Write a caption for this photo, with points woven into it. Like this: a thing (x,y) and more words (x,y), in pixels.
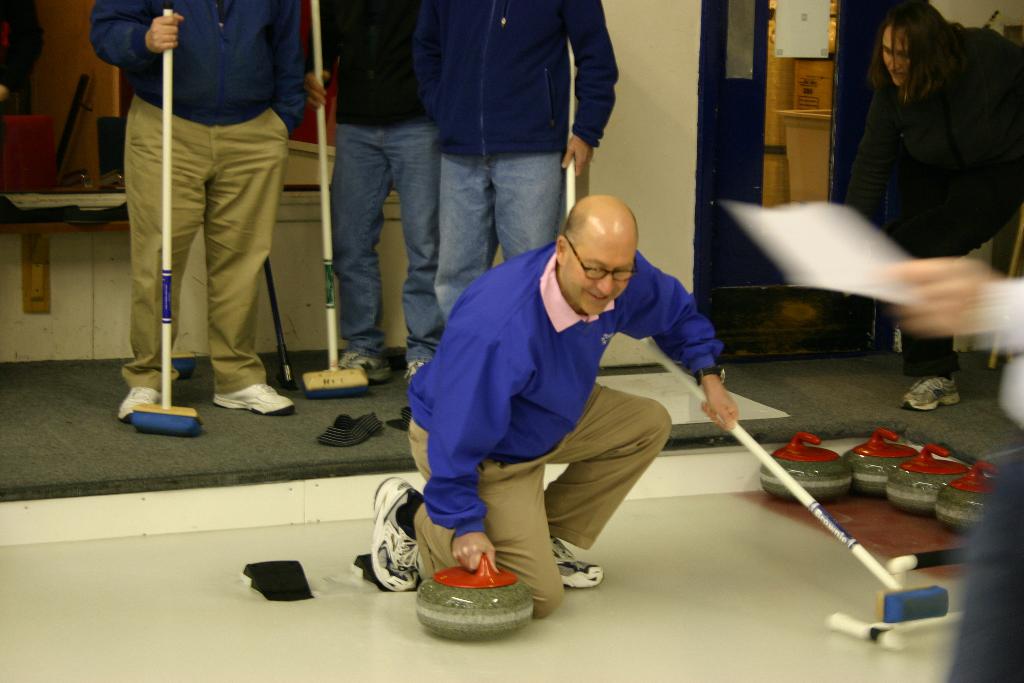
In the image there is a man (632,469) in purple jacket (492,396) and brown pant (579,543) pushing a curling stone (469,615) and behind him there are few persons (938,134) standing on the image, this is clicked inside a room (647,27).
